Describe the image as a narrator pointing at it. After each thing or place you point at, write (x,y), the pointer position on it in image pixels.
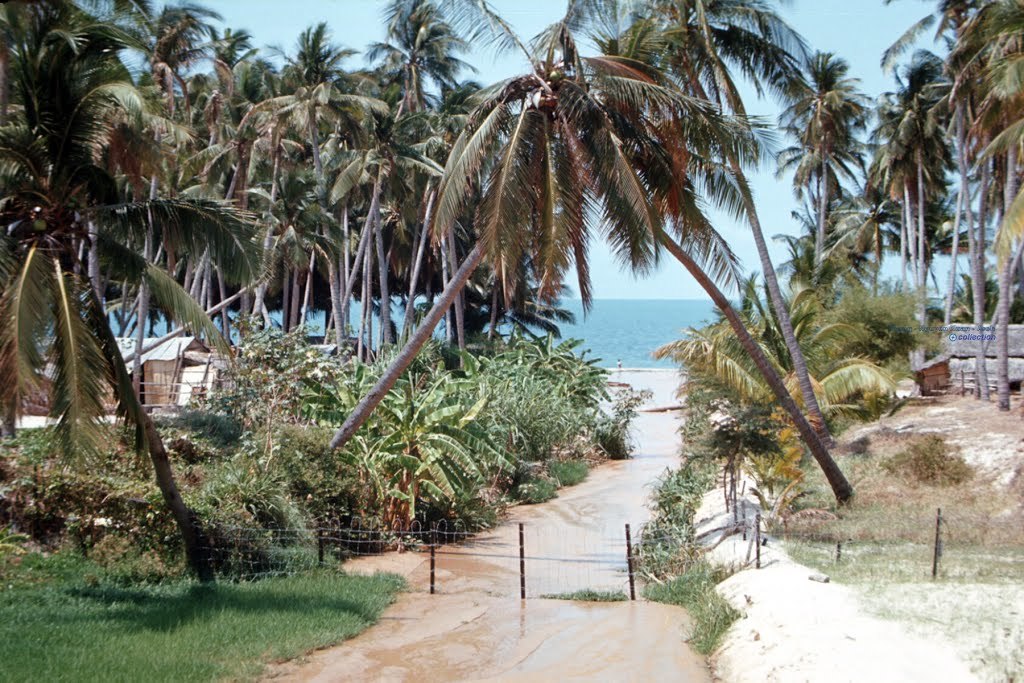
In this picture we can see few trees (436,399), metal rods (455,532) and water (657,310), and also we can see a small house (159,358).
